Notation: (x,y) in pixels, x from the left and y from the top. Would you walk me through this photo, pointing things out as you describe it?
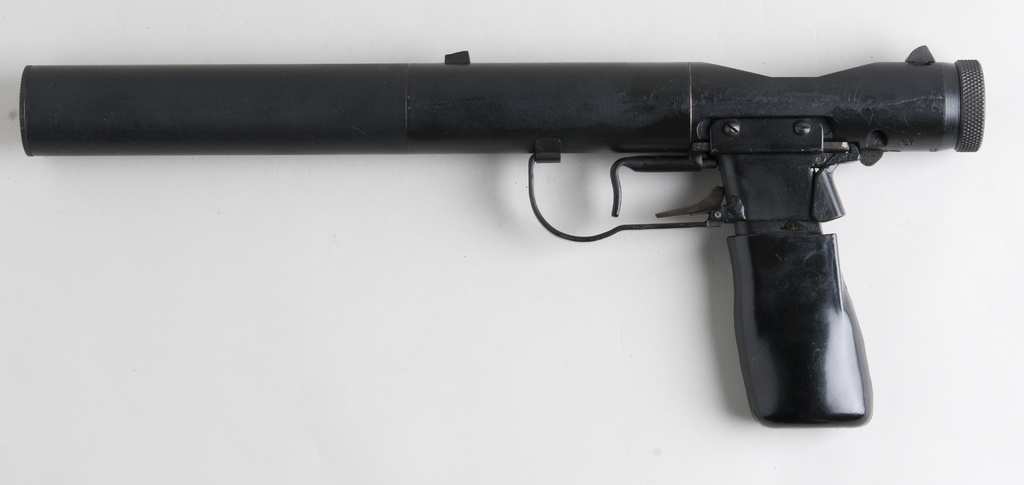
In this picture I can see there is a gun (762,162) placed on a white surface (369,361).
